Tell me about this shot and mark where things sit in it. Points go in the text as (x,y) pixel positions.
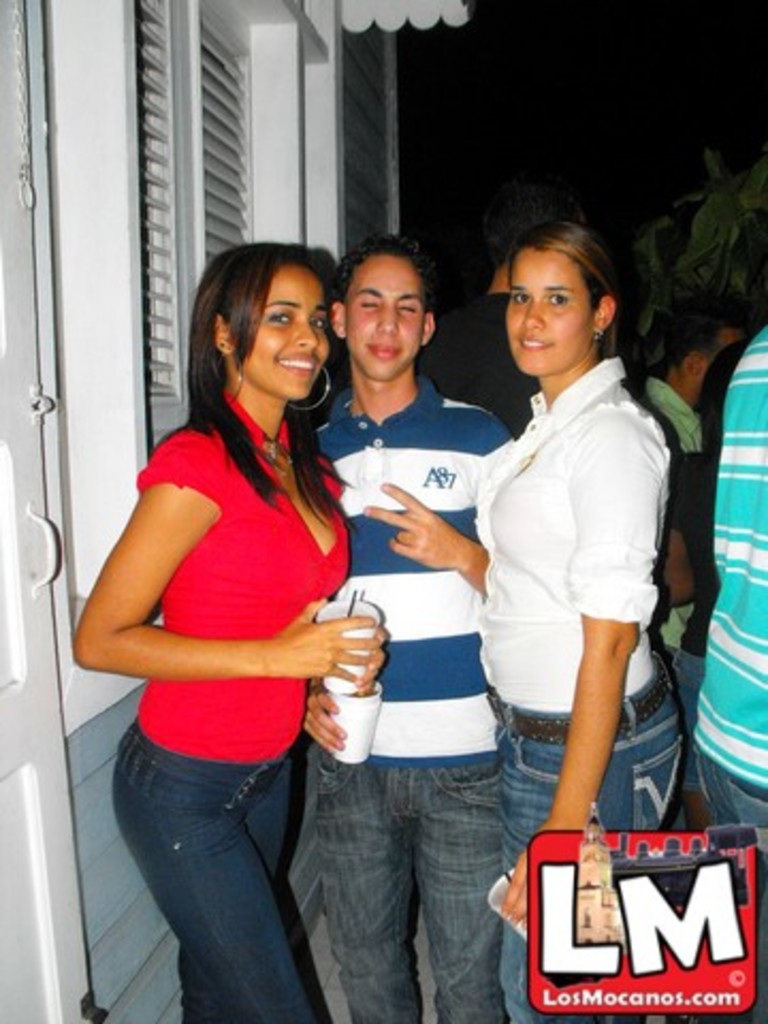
In this image we can see people (266,782) standing holding glasses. At the bottom of the image (548,892) there is logo (603,916). To the left side of the image (36,340) there is a door (27,1010). There are windows (211,32). To the right side of the image (760,462) there are people (716,518) standing. At the top of the image (581,94) there is sky (613,41).
